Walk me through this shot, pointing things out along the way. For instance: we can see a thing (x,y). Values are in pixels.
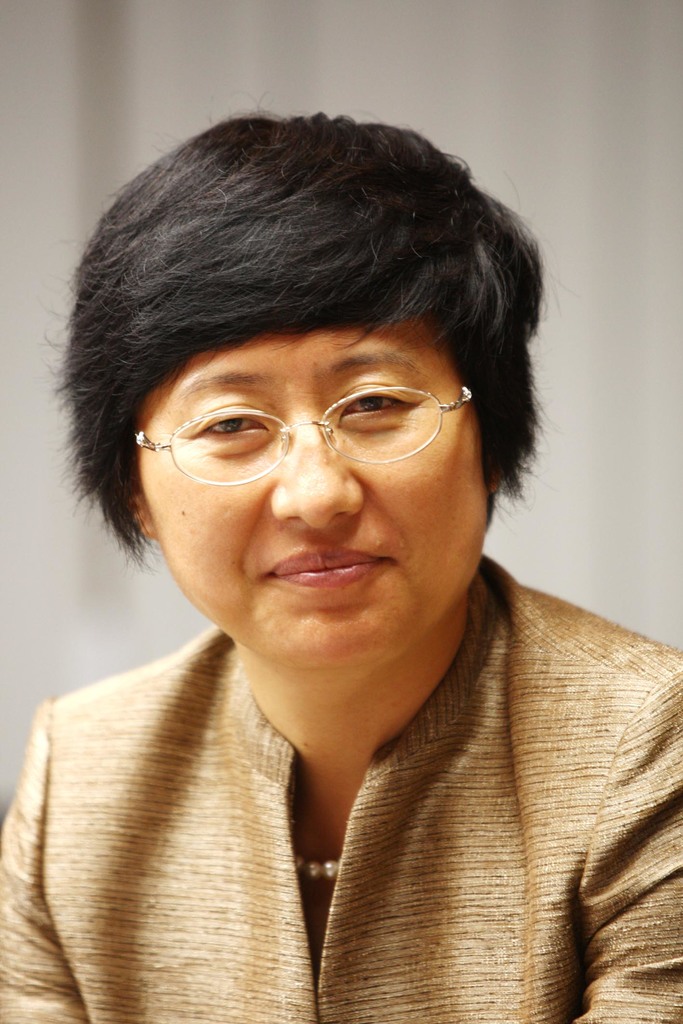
In this image, we can see a person (481,960) wearing clothes (434,754) and spectacles (224,465).
